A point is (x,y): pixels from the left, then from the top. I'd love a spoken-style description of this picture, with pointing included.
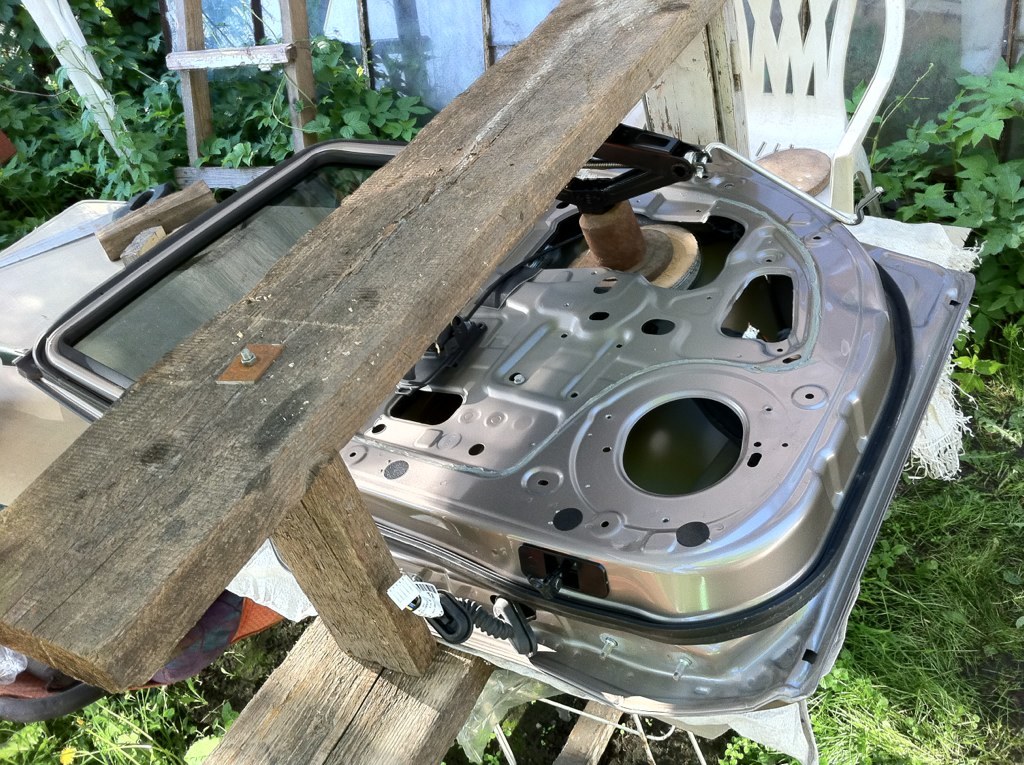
In this image there is an object (656,372) placed on the wooden bench (474,665). In the background (775,123) there is a chair (818,113) and also ladder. Grass (894,554) and some plants (70,162) are also visible in this image.
